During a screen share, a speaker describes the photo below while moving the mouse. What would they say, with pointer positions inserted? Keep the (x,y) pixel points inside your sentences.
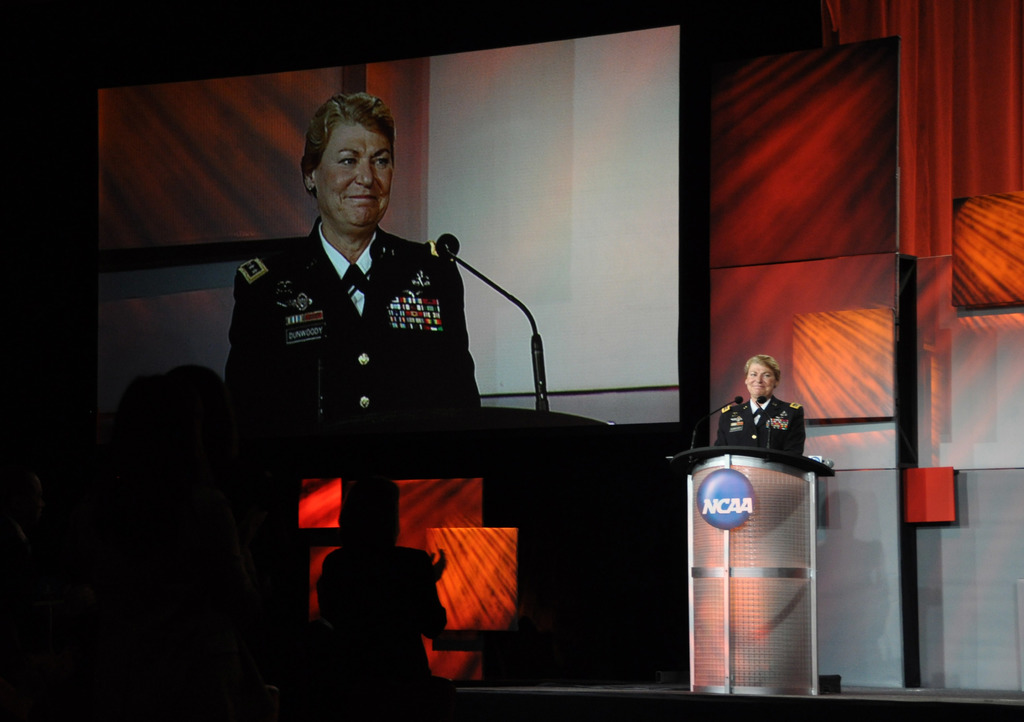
In the picture we can see a person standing near the desk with a microphone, she is wearing a uniform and in the background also we can see some person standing near the desk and microphone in it and in the background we can see a wall (971,539) with different designs (839,90) on it.
